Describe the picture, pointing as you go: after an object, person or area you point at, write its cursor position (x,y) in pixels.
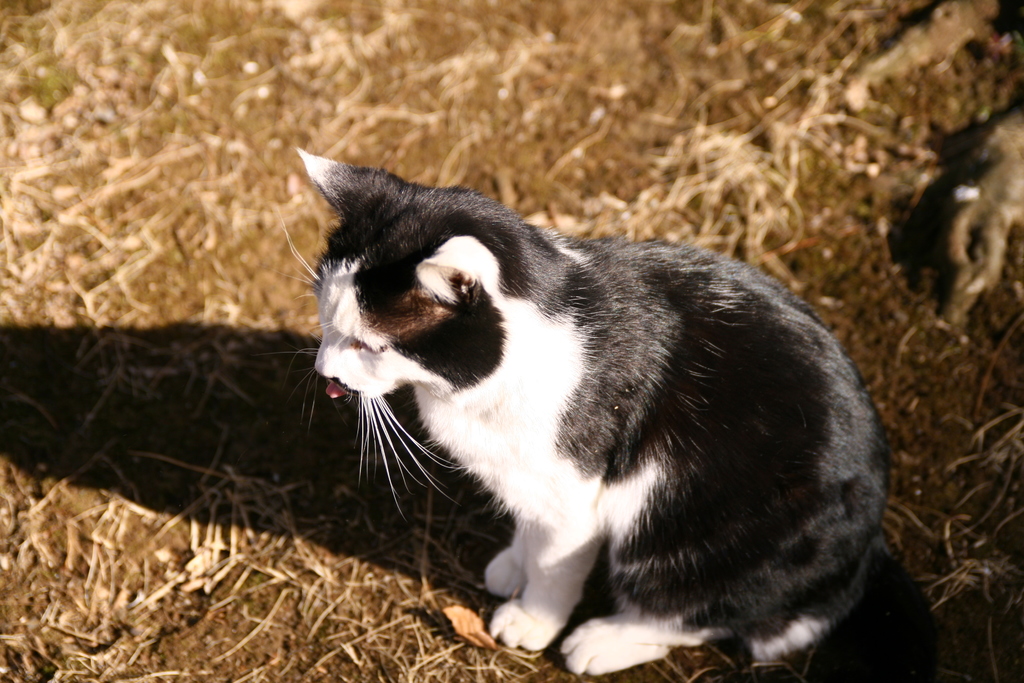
In the picture we can see a cat (468,437) which is in black and white color is on the ground (426,570).
